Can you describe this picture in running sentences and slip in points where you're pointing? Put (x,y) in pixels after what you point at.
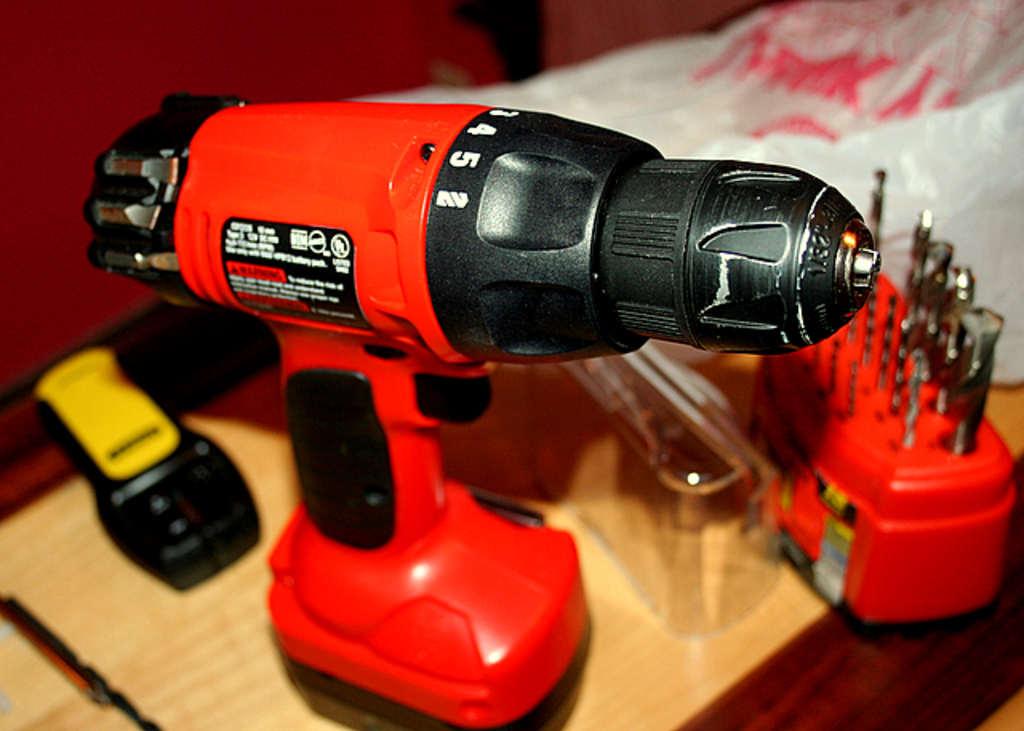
In the image in the center (554,455), we can see one table (937,686). On the table (659,730), we can see one handheld power drill (512,326), plastic cover (825,92), remote (123,434), red box (894,523) and a few other objects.
